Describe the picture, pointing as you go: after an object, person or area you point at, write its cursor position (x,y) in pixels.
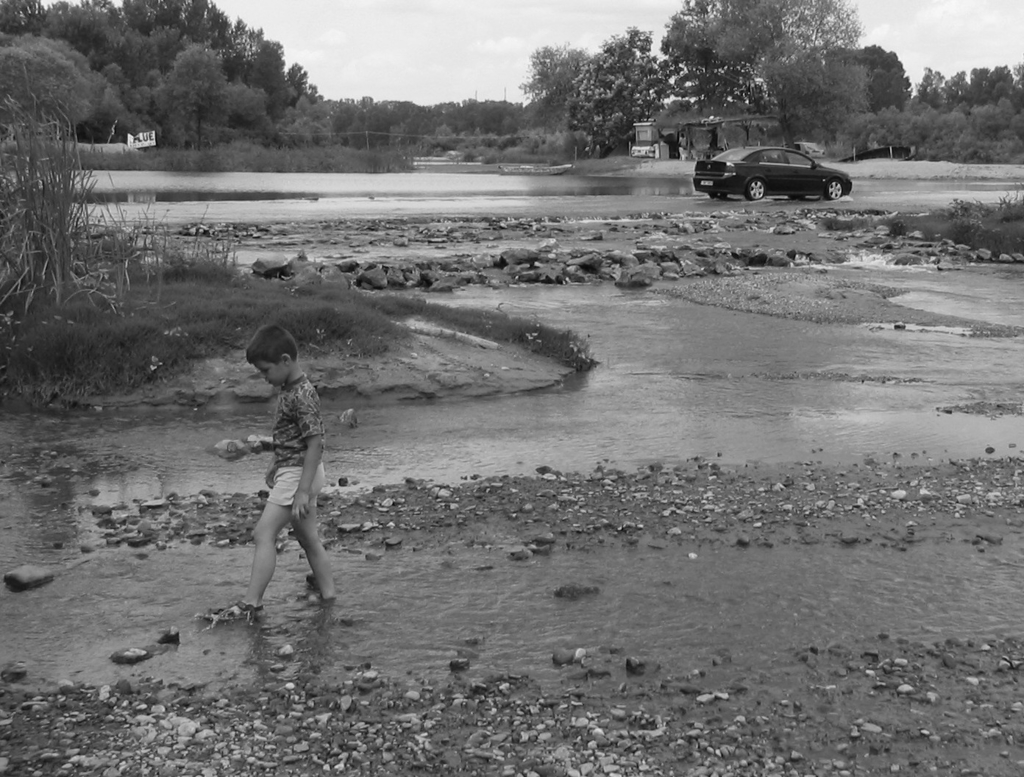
In the picture we can see water surface (920,612) in it we can see stones (586,730) and a boy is walking and beside him we can see a path (207,386) with some grass plants (118,268) and some far away from it we can see a road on it we can see a car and far away from it we can see plants (512,146), trees (477,119) and behind it we can see the sky (437,58).
